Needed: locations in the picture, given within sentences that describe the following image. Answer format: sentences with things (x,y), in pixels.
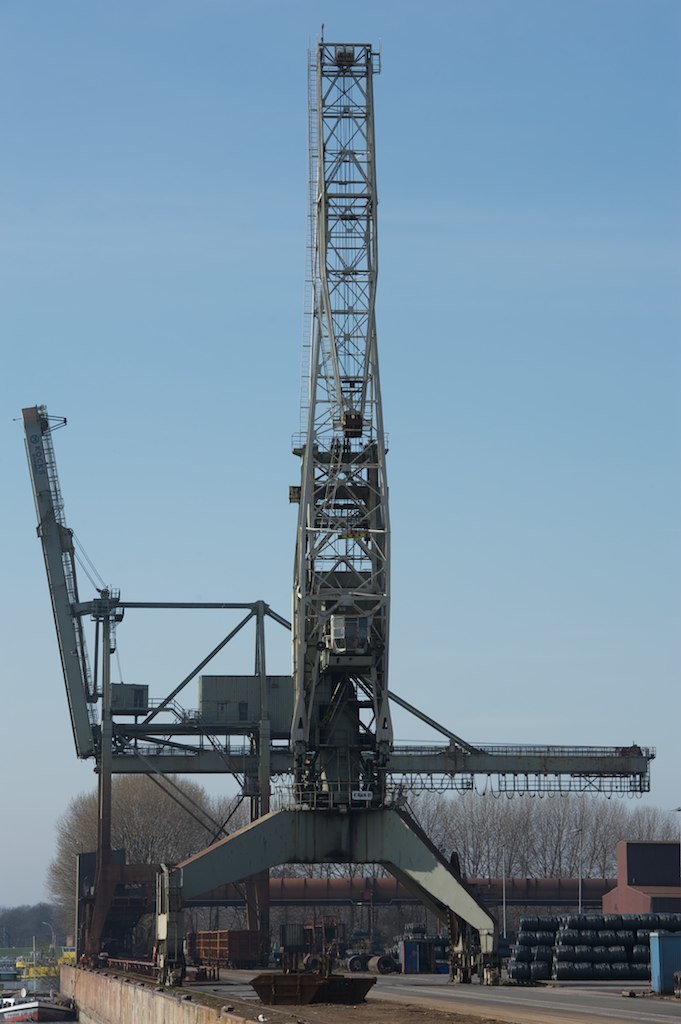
In the middle of the image (375,666) there is a crane (226,753). Beside the crane (448,913) there are few objects (565,937). At the bottom of the image (485,1002) there is a pavement (485,1002). On the left side of the image (4,995) there are boats (53,998). In the background of the image (519,851) there are trees (529,835) and sky (493,446).
